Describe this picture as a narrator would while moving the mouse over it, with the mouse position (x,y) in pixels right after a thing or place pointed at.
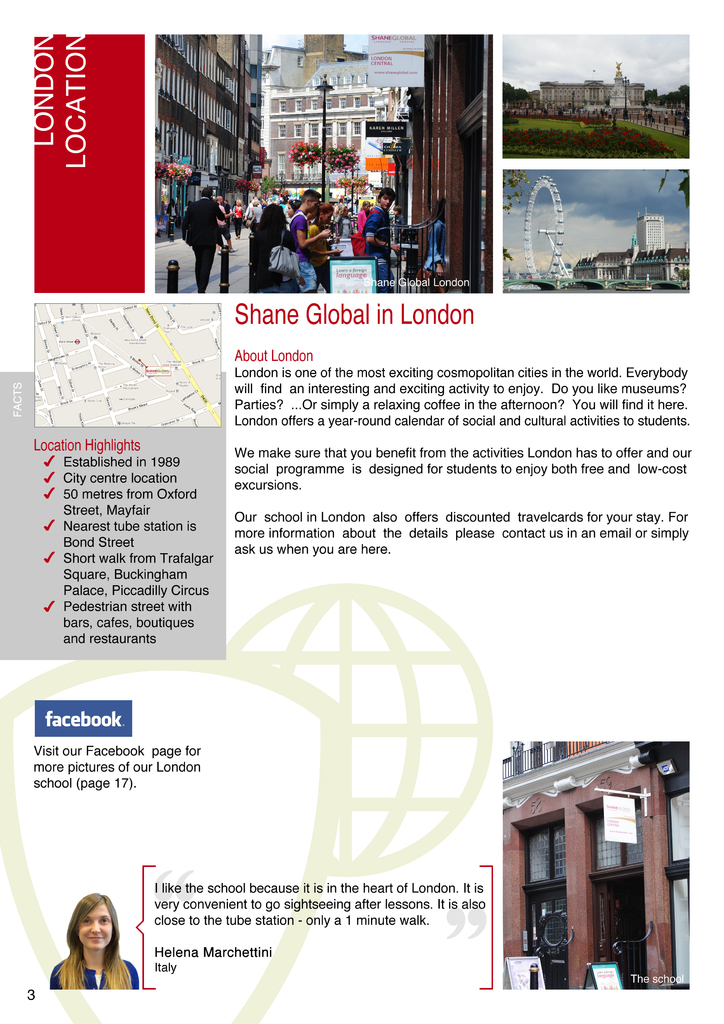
There is an article (240,732) on the page (299,789), as we can see there are some images (362,233) at the top of this image (425,138), and there is some text (97,553) in the middle (290,475), and there is a picture (94,973) of a woman (99,962) at the bottom left corner (108,972), and there is a building (538,940) at the bottom right corner (584,810).
